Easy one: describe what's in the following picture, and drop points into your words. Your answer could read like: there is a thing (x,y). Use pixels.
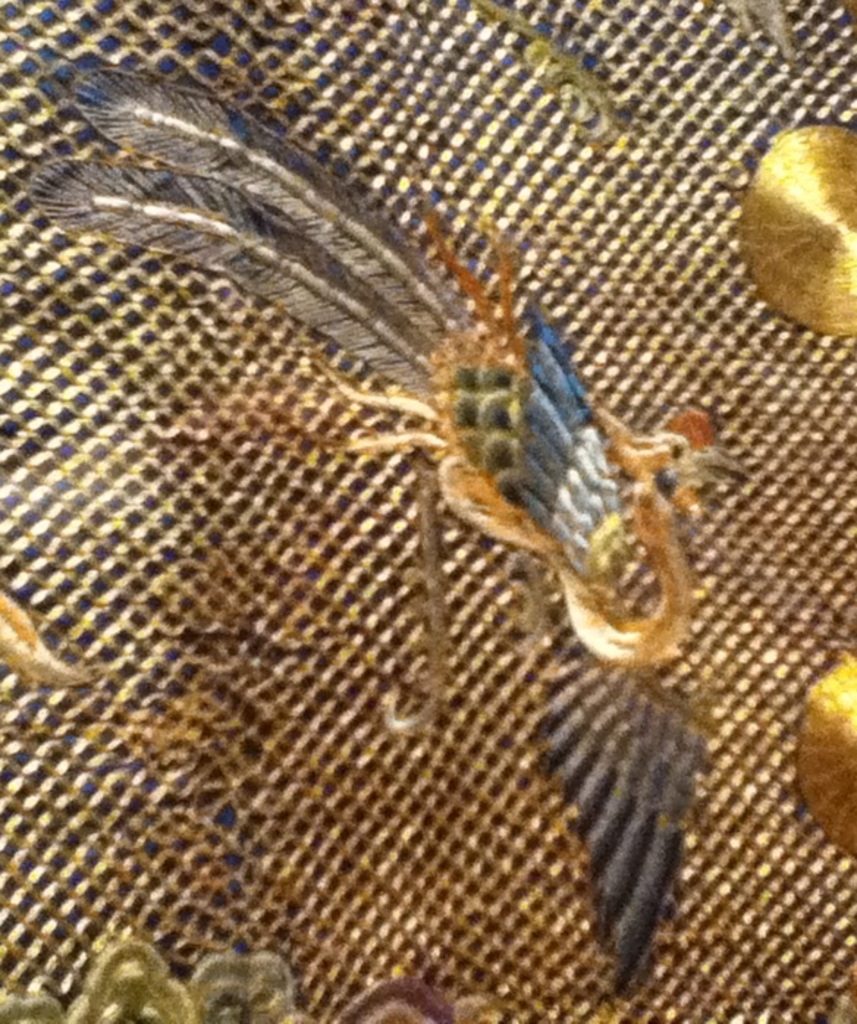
In this image there is some art (454,391) to the metal body (471,573).
